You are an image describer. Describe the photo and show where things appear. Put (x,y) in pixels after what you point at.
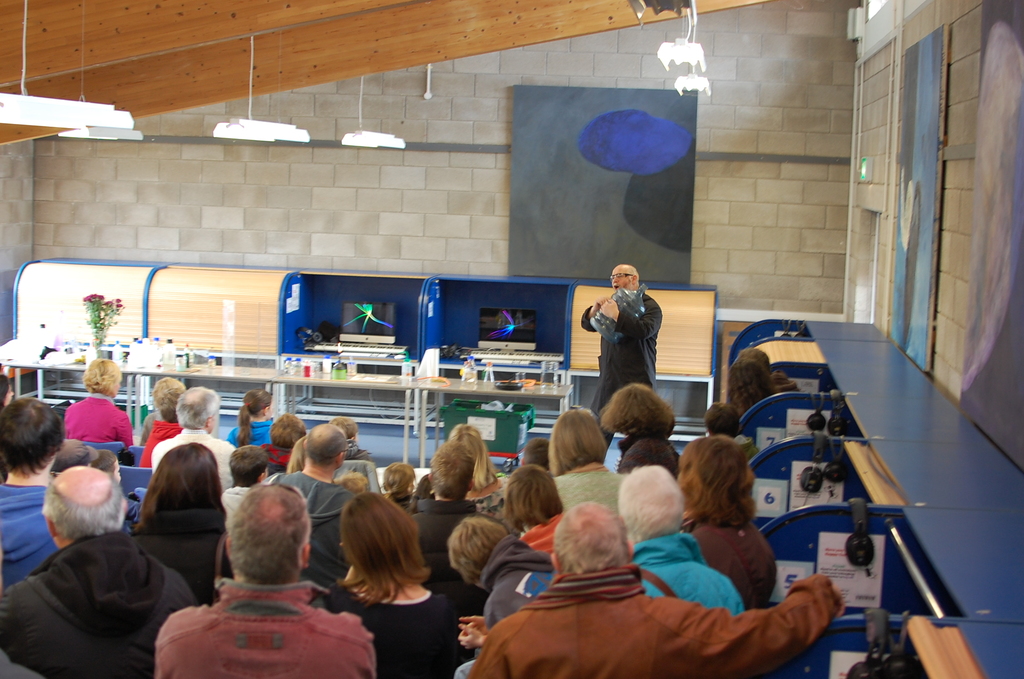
On this table (454,388) there are bottles (310,363), flowers (116,309) and objects (543,376). This man (642,338) is holding a water can (630,302). In-front of this man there are people (710,435). Here we can see headsets (454,351), monitors (354,343) and posters (796,477). Pictures (636,157) are on the wall (772,186). Lights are attached to the rooftop (36,128).
